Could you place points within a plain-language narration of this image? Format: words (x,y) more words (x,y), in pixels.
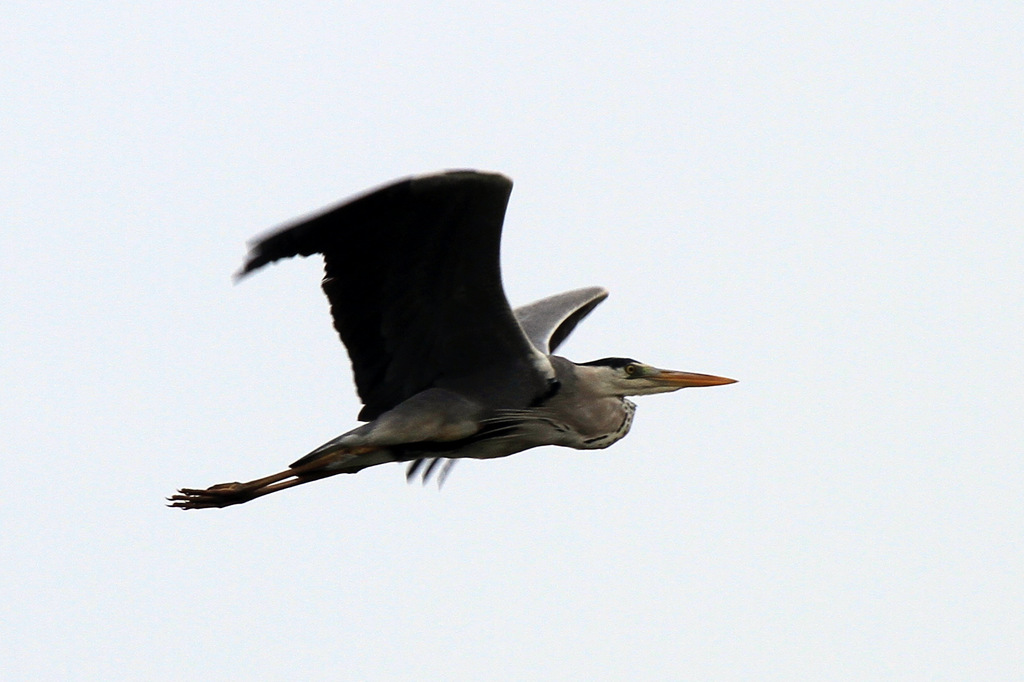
In the center of the image (505,371) we can see a bird (580,439) flying.
